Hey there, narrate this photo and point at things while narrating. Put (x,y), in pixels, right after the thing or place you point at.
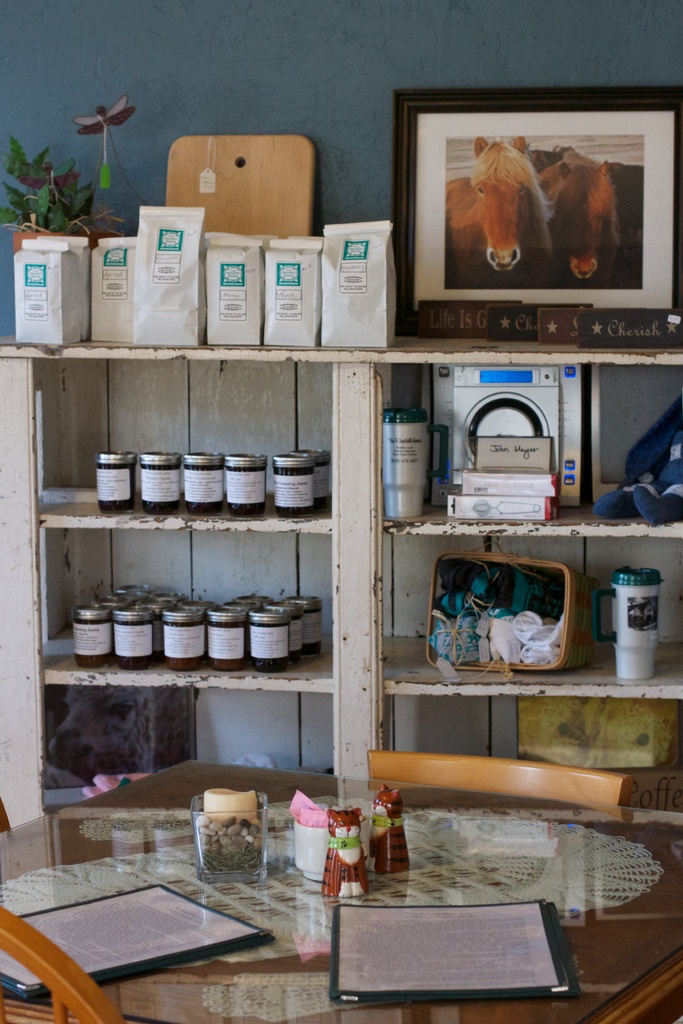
In this picture there are bottles (281,511), flask (394,482), basket (509,560), cloth (648,512) which are arranged in a shelf (315,420). There are some covers (327,288), frame (445,269), board (222,221), nameplates (562,333) on shelf (496,343). There is a bowl (234,856), file (447,959), bottles (378,834), paper (301,818) on the table (604,989). There is a flower pot (43,193).
